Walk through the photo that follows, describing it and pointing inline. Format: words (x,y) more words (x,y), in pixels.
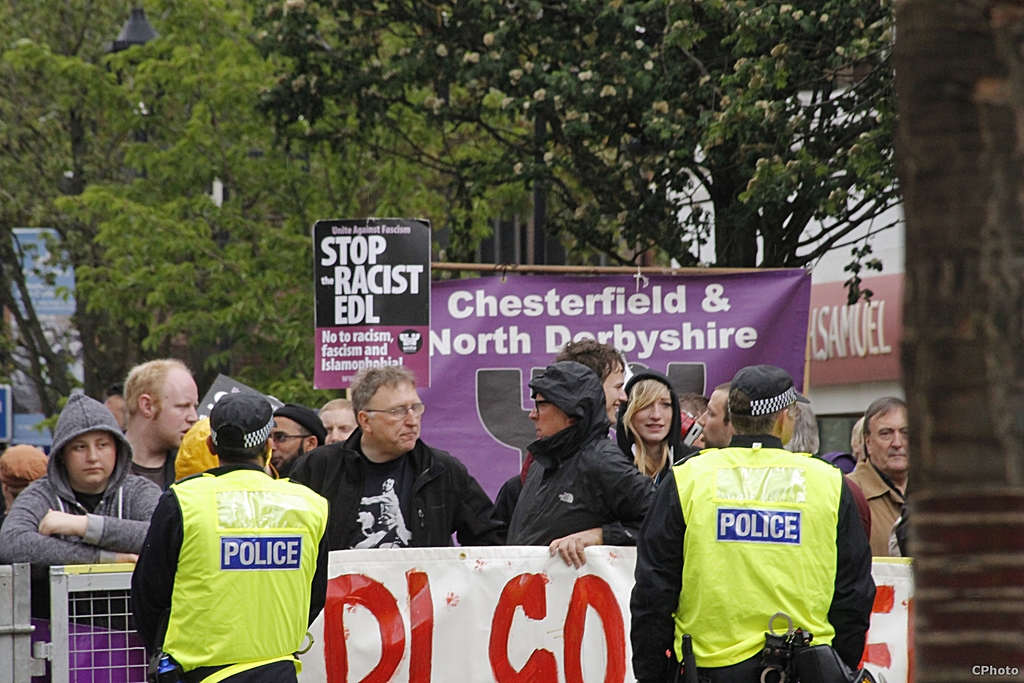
On the right (925,447) it is blurred. In the center of the picture (465,414) there are group of people (362,409), placards (382,320), barricades (67,634), banner (564,611) and policemen (737,480). In the background (405,165) there are trees (379,148) and buildings (503,246).
